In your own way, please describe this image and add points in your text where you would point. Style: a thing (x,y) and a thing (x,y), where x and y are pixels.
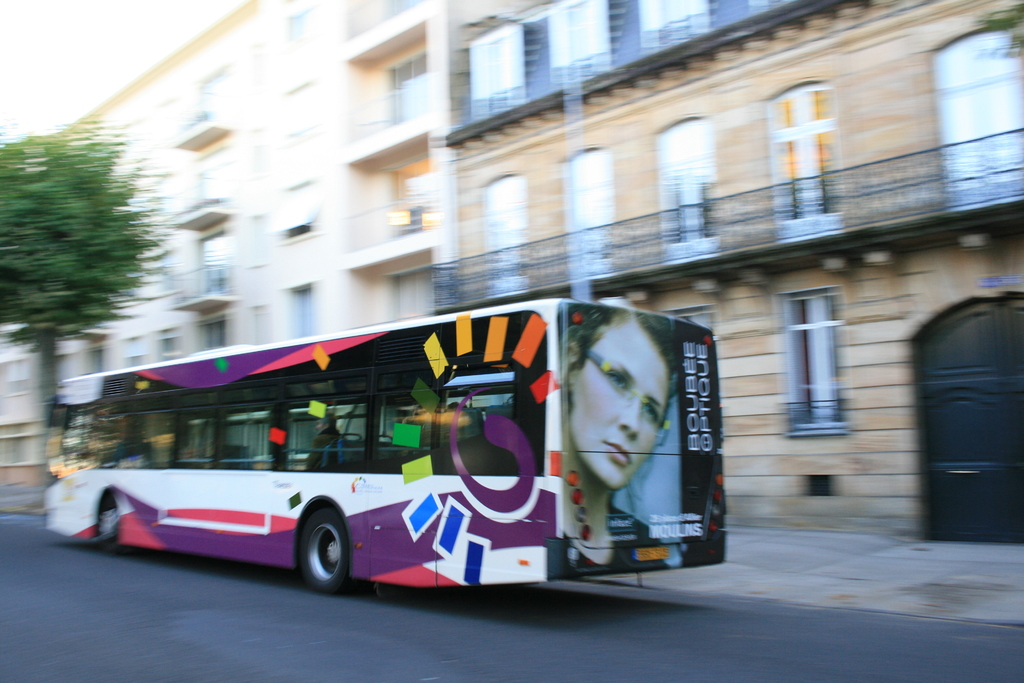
In this picture I can see a bus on the road (618,606), there are buildings (411,197) and a tree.
